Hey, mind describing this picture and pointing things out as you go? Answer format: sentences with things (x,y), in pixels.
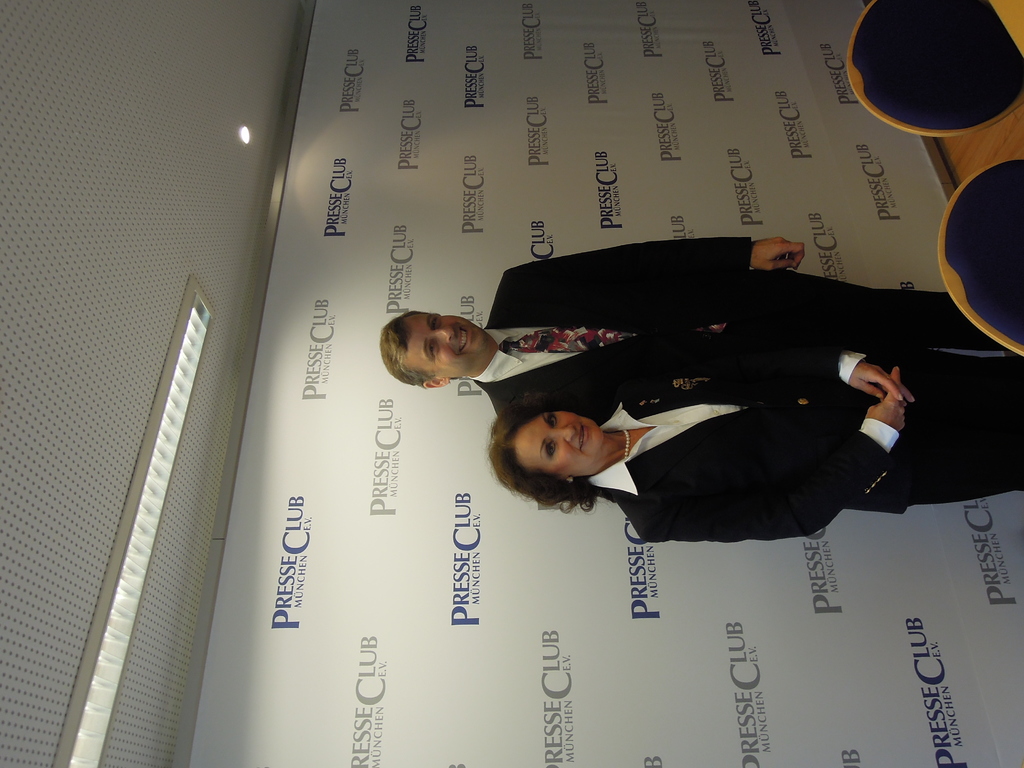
In this picture I can see a woman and a man (571,327) who are standing and I see that they're wearing formal dress (555,330) and I see that both of them are smiling. On the right side of this picture (879,41) I can see the chairs (1003,192). Behind them I can see a board (583,244) on which there are words (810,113) written. On the left side of this picture (32,435) I can see the ceiling (163,366) on which there are lights (110,672).
